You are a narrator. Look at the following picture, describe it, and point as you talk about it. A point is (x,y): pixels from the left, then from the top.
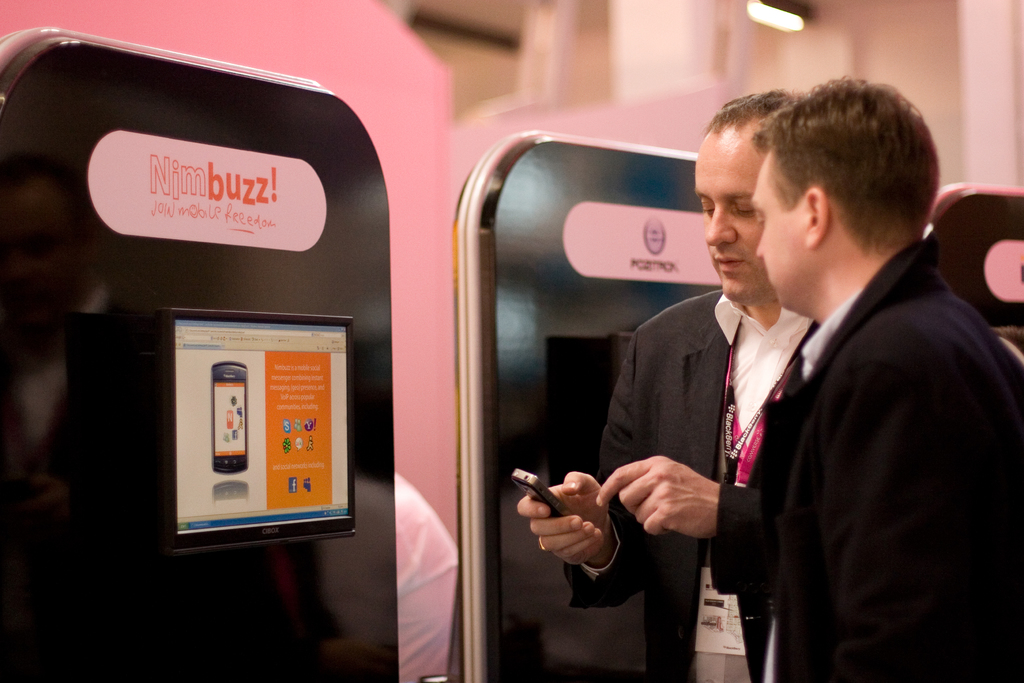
In this image there are two persons (740,389) standing and looking into the phone (543,494). There is a board (284,585).
